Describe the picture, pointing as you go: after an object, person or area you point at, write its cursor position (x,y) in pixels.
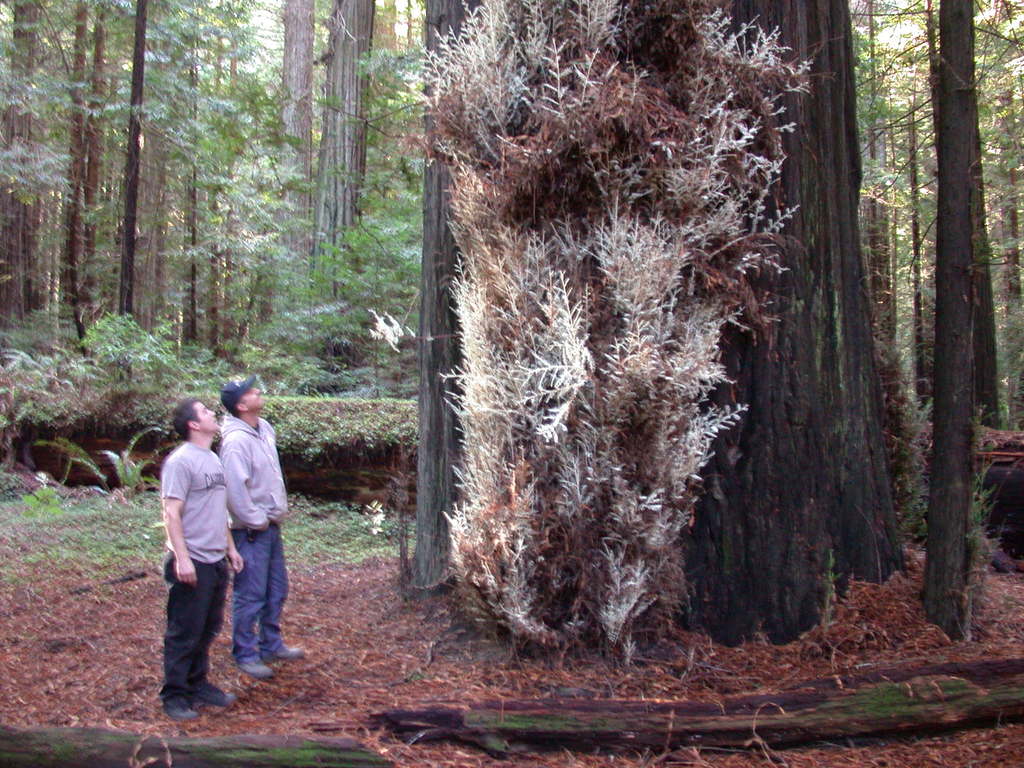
On the left side of the image (220,570) we can see persons (196,641) standing on the ground (231,612). In the center of the image (590,406) there is a tree (661,343). In the background (90,375) we can see trees (12,294) and plants (149,369).
